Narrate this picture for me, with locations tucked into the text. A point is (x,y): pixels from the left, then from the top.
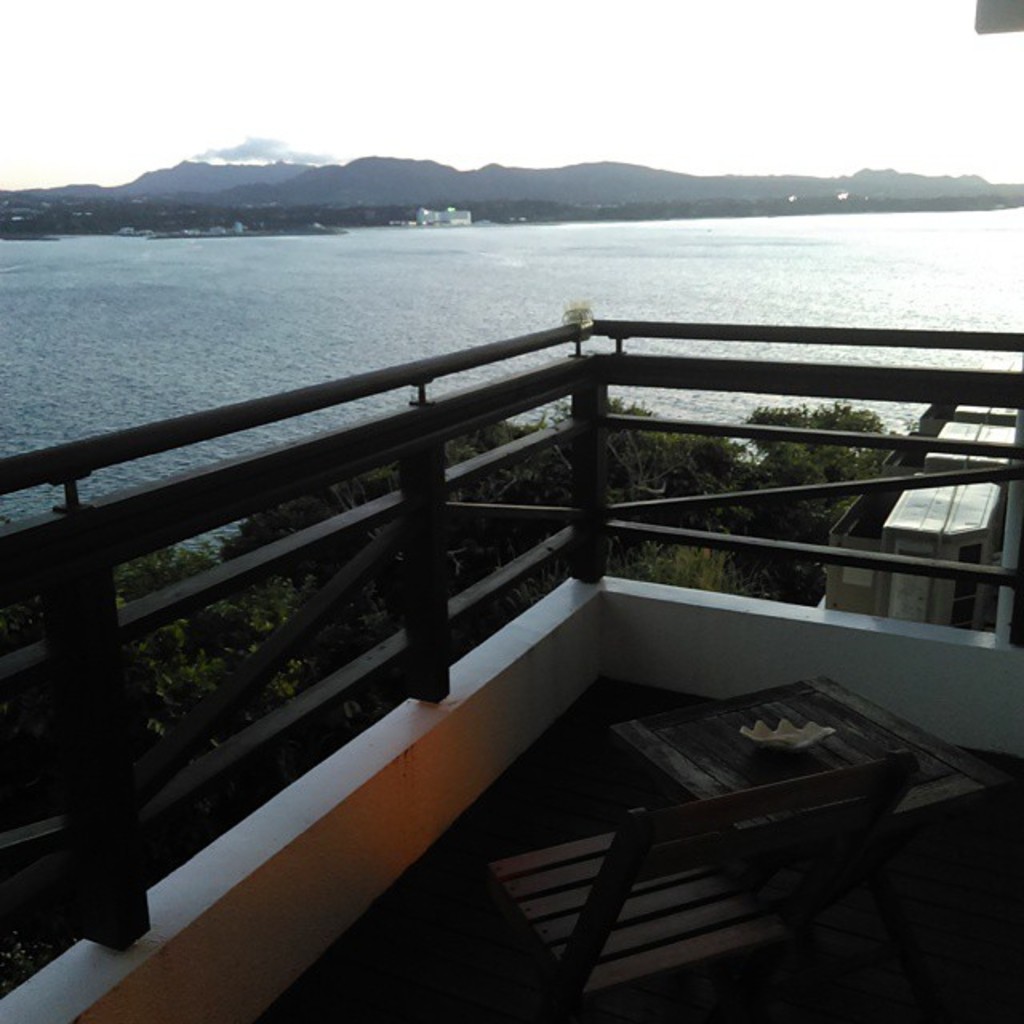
In this image we can see a lake (1022,227). There are many trees (237,643) in the image. There is a sky (677,61) in the image. There are few houses (435,218) in the image. There is a table (829,765) and a chair (822,783) in the image. There many hills (488,197) in the image.
